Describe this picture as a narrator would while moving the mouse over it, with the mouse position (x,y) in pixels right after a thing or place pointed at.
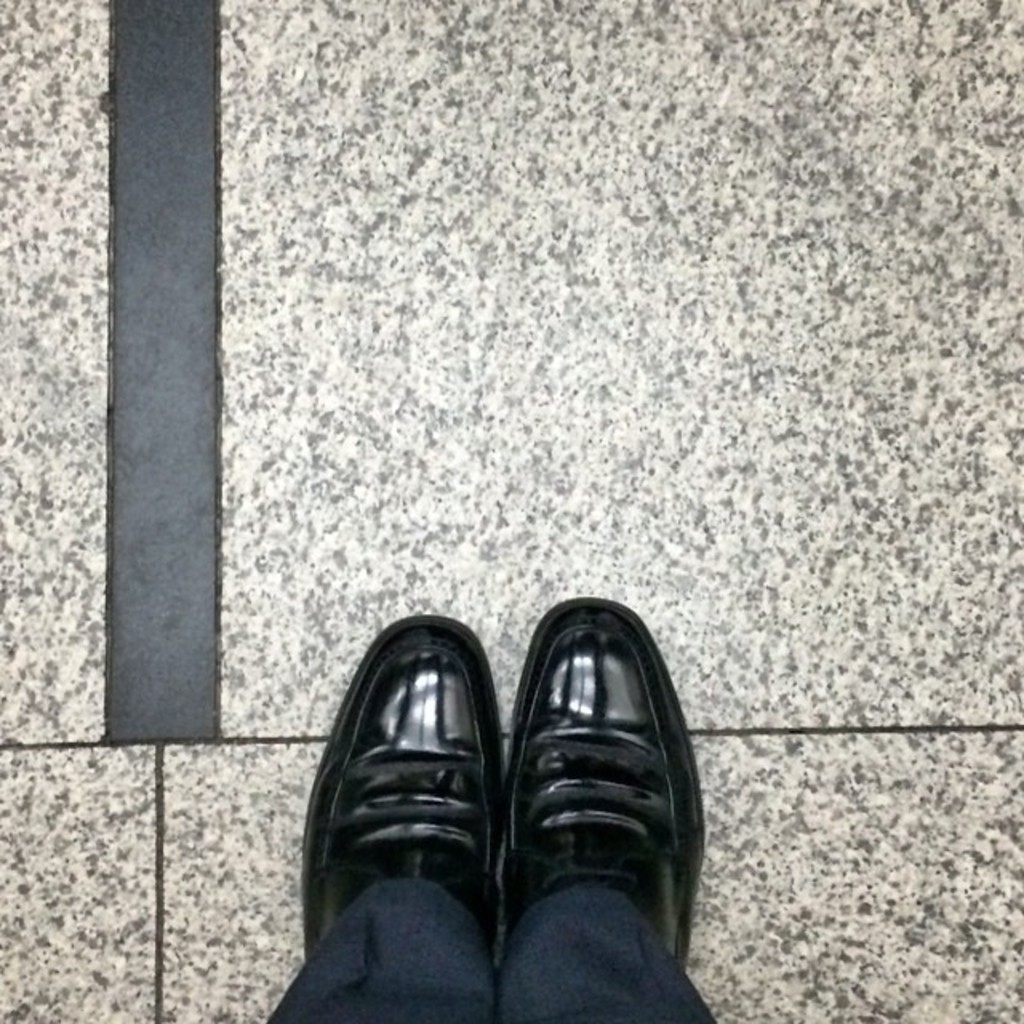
In this picture there are two legs (428,973) at the bottom side of the image (421,754).
